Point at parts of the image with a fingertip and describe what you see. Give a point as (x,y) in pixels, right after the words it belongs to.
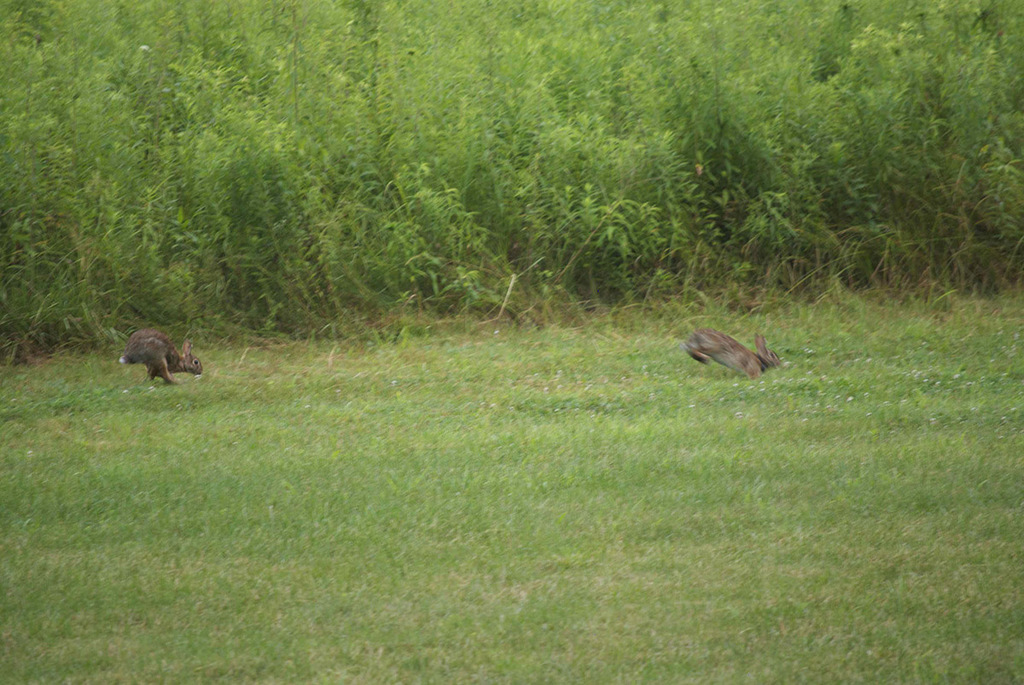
In this image there are two rabbits (714,353) which are running in the ground (508,399). In the background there are plants (485,132). On the ground (465,563) there is grass (529,549).
